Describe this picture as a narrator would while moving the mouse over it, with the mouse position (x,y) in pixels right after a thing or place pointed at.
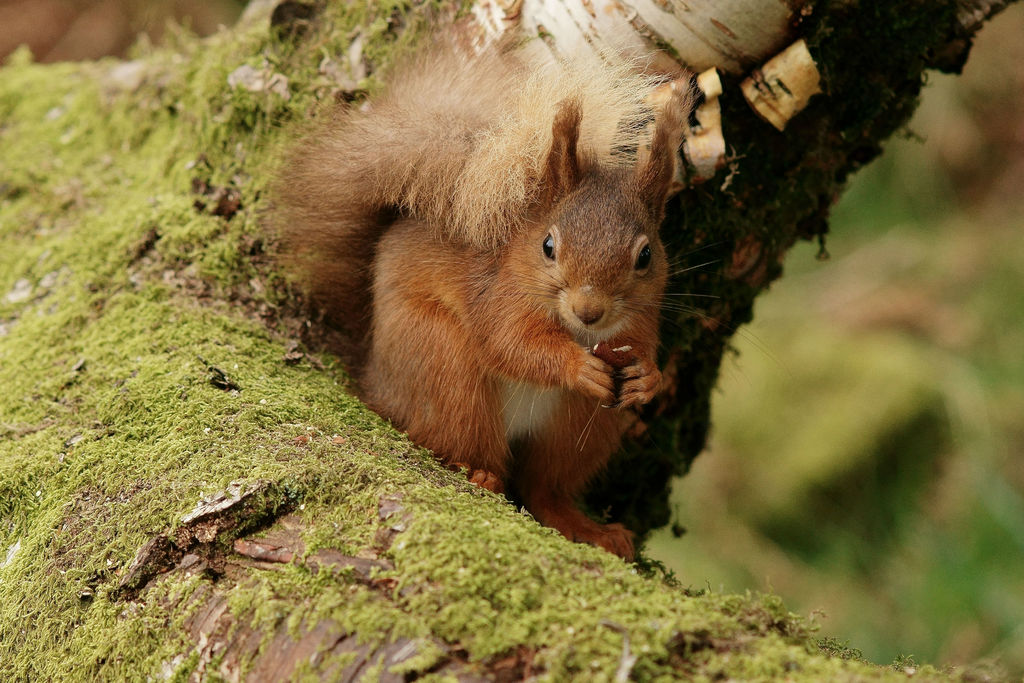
In this image I can see a brown color squirrel (401,331) and I can see that squirrel (640,367) is holding something. I can also see this image is little bit blurry from background (976,641).
